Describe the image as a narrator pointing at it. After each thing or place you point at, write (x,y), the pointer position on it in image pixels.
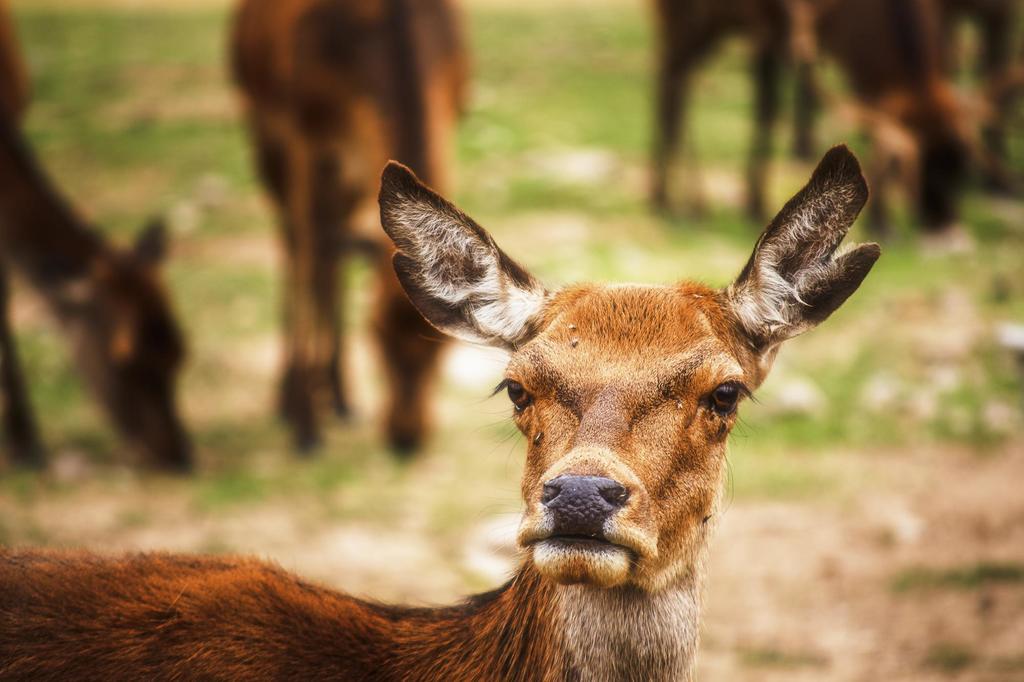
In this picture I can see deers (667,413). The background of the image (293,304) is blurred.
